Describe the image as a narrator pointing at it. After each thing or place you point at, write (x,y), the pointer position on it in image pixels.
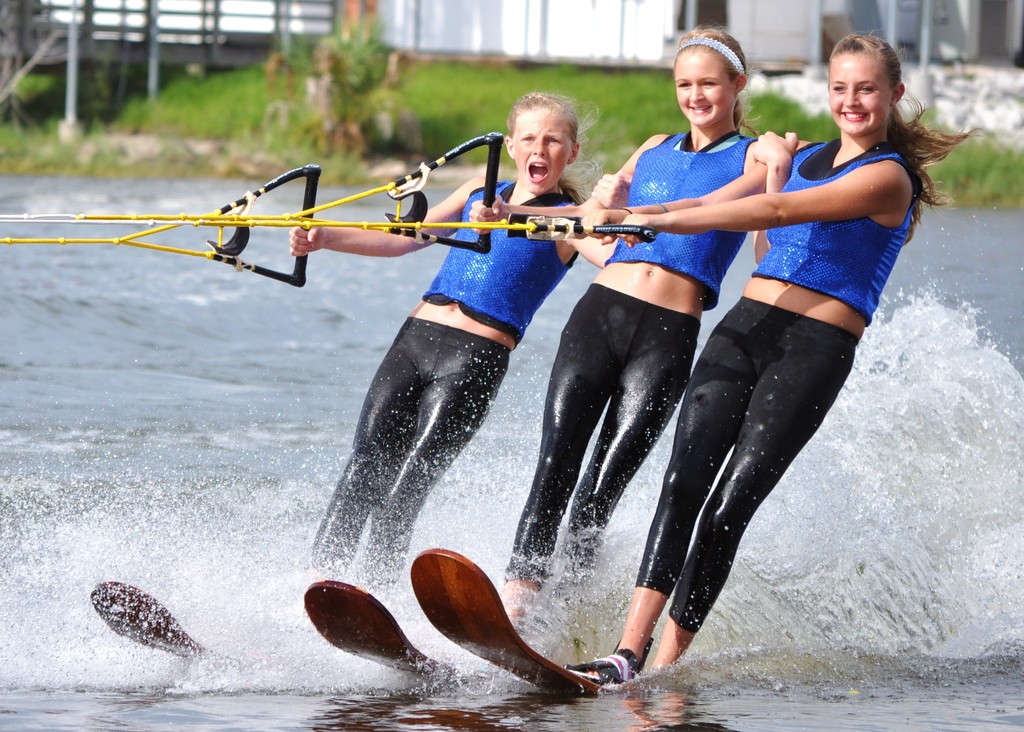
These three people (884,191) are water-skiing on water (206,628) and holding objects (339,204). Background (211,95) there is a grass (249,82).
